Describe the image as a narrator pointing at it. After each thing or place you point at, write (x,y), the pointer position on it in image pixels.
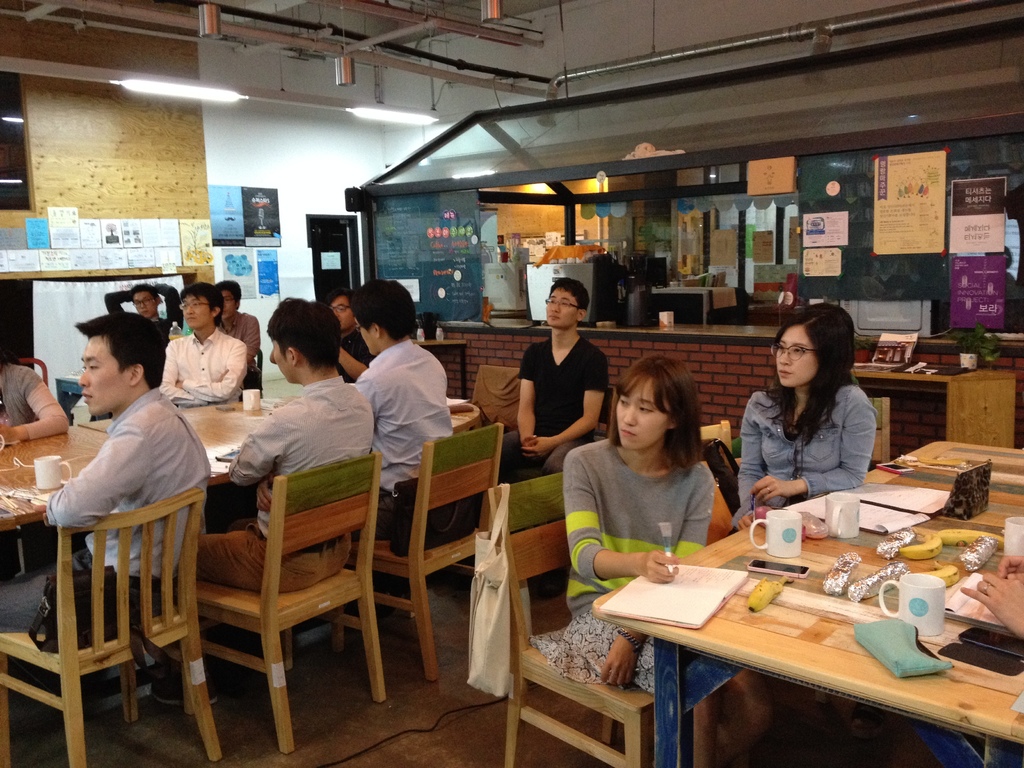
This picture describes about group of people (281,461), they are all seated on the chair (362,579), in front of them we can find couple of cups (845,514), fruits (938,567), papers (868,511), mobiles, books (656,593) on the table (801,632), in the background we can see wall posters (982,277), oven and couple of lights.
